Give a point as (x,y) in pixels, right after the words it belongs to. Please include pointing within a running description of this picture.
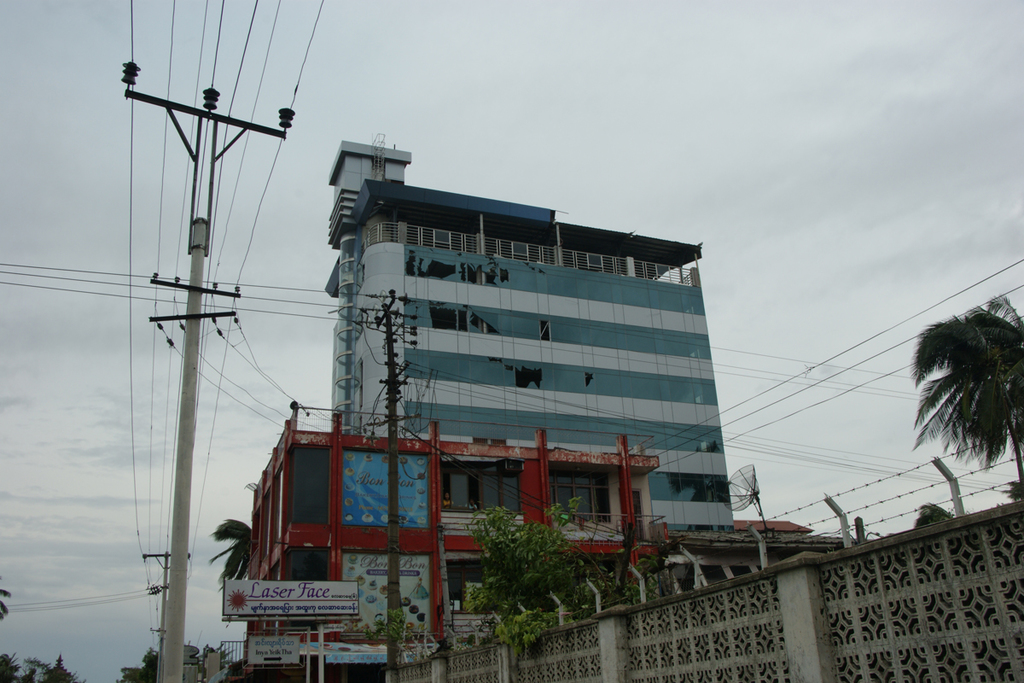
In this image we can see buildings (455,612), trees (524,578), banners (374,605), poles (186,521) and electric wires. Background of the image (21,356) sky (776,211) is there with clouds (146,504).
